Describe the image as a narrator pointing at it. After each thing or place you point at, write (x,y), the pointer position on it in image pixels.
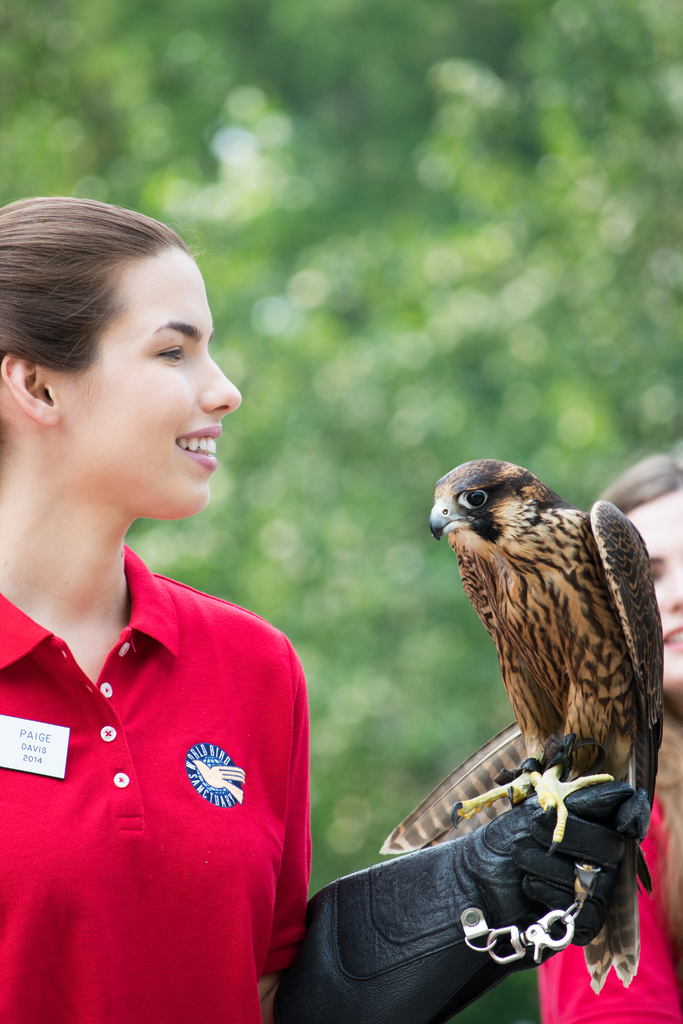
Here we can see two women (105,1002) and there is a bird (637,860) on the glove (367,940). There is a blur background (644,222) with greenery (444,603).
